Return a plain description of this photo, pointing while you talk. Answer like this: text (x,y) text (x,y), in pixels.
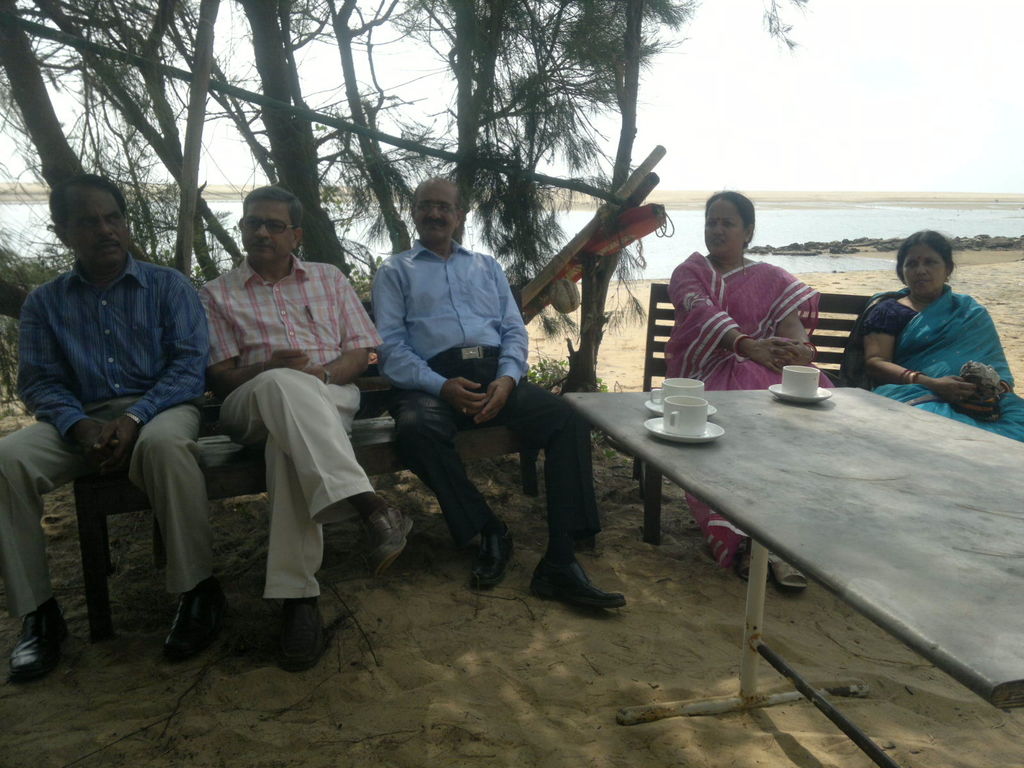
This picture is clicked outside the city. Here we see five people (414,302) sitting on a bench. Among them, there are men (288,482) and two women (800,294). In front of them, we see a table (821,520) on which three cups (691,410) and three saucers (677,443) are placed. Behind them, we see trees (537,160) and water (860,231) in lake (678,231). In front of them, we see sand (811,715).
